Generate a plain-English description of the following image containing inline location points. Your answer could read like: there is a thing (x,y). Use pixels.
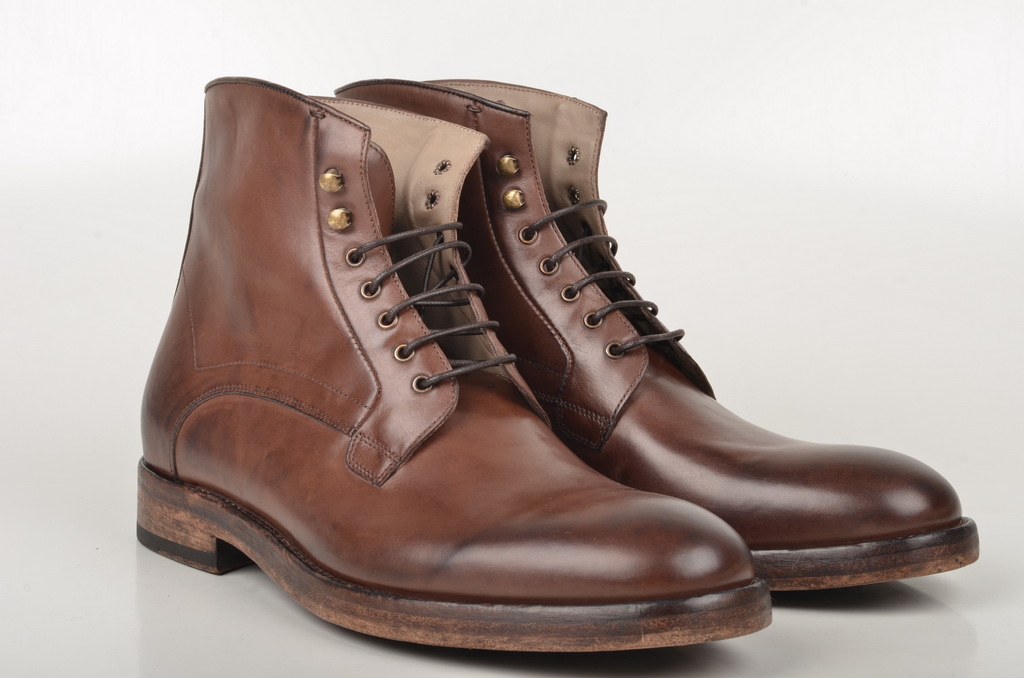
In this picture we can see shoes (412,450) on the platform (168,576).
